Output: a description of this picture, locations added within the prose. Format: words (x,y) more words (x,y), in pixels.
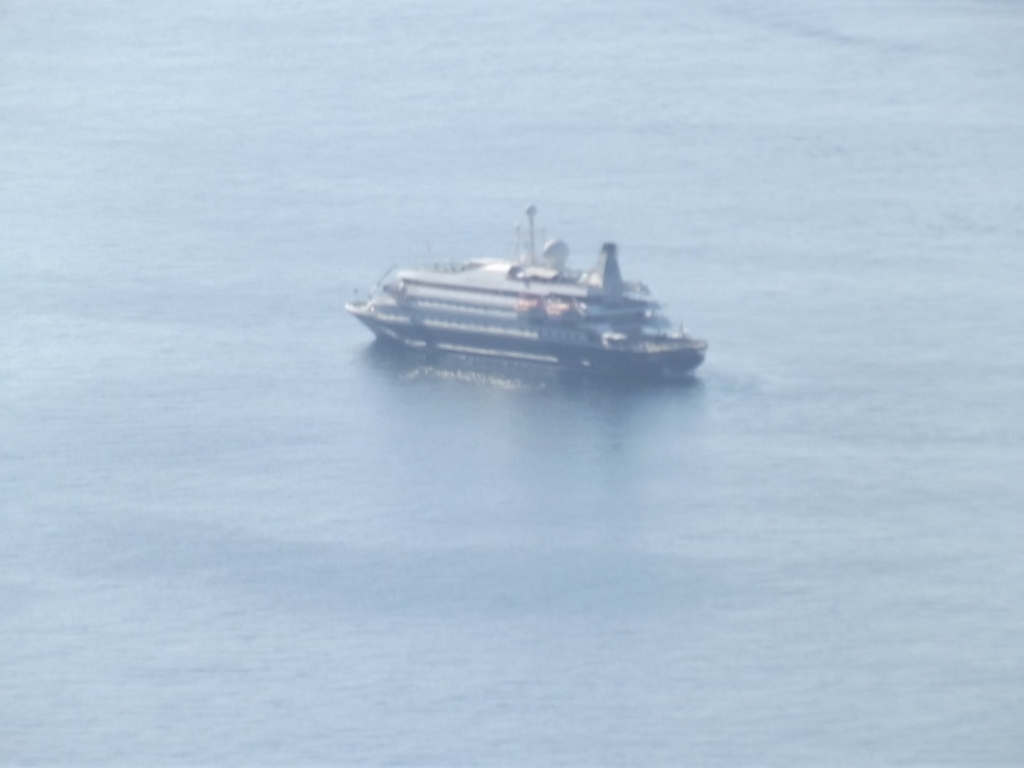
This is a picture of a sea (850,196) and a ship (438,348) in the sea (630,218).
